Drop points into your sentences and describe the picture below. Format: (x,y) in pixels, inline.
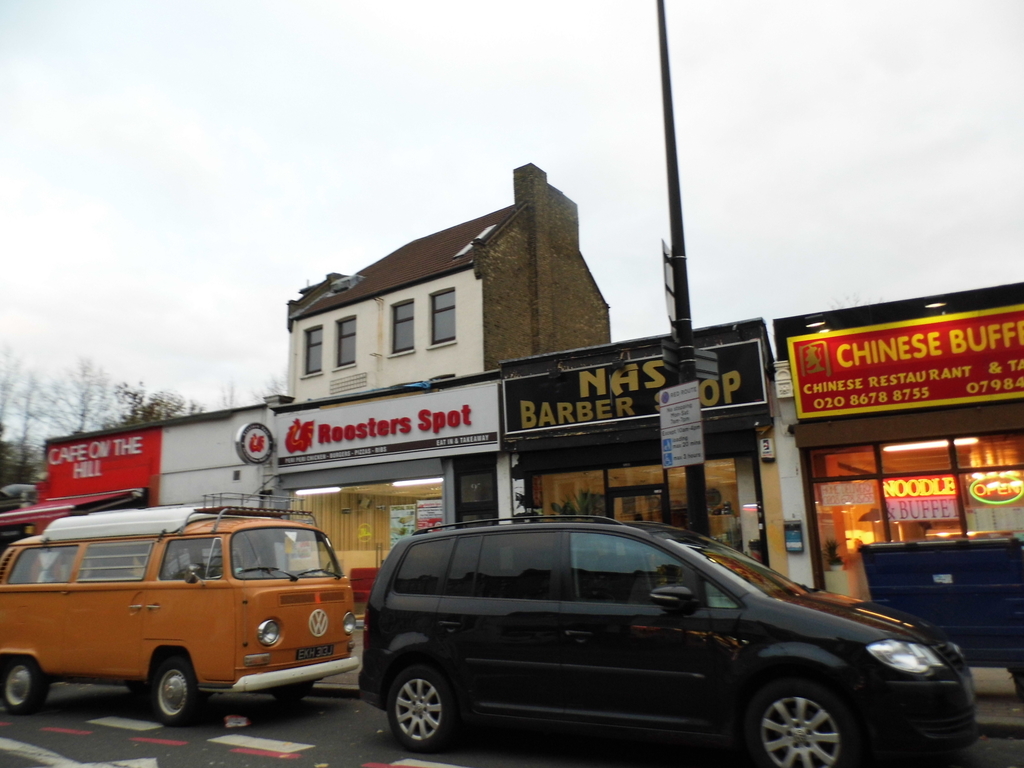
In this image we can see a two vehicles (241,587) parked on the road (641,747). In the center of the image (567,467) we can see a group of buildings (617,471) with sign boards (460,412) and some text (442,417) on them, pole (689,371). In the background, we can see a group of trees (53,404) and the sky (258,128).
